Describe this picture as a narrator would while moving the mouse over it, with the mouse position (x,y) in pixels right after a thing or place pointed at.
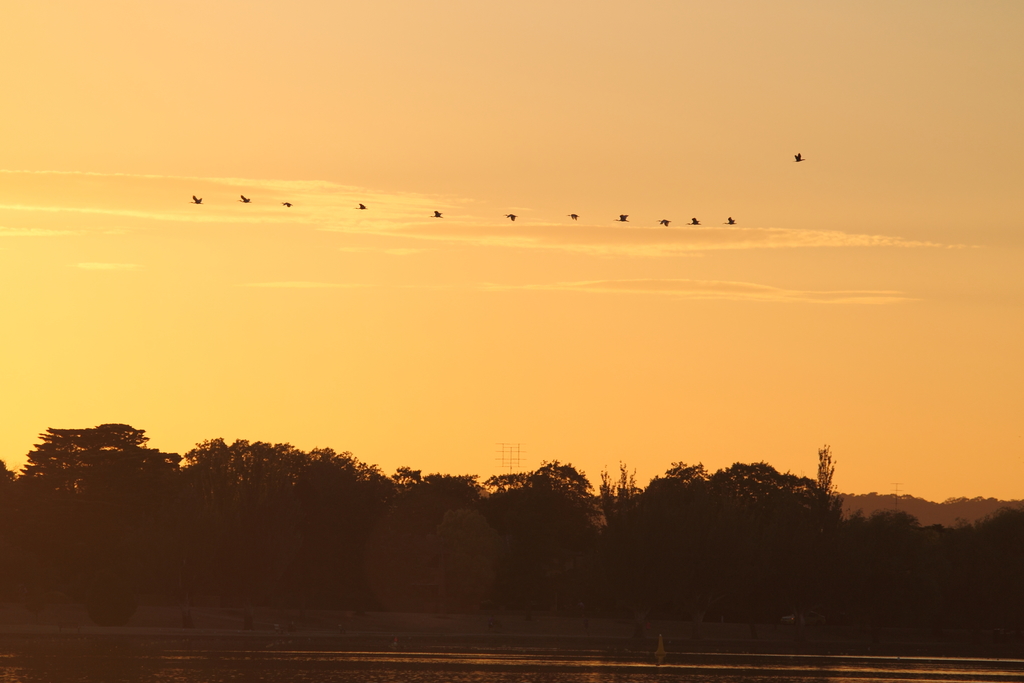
In this image there is a river (970,658), trees (575,603) and a few birds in the sky (824,210).
